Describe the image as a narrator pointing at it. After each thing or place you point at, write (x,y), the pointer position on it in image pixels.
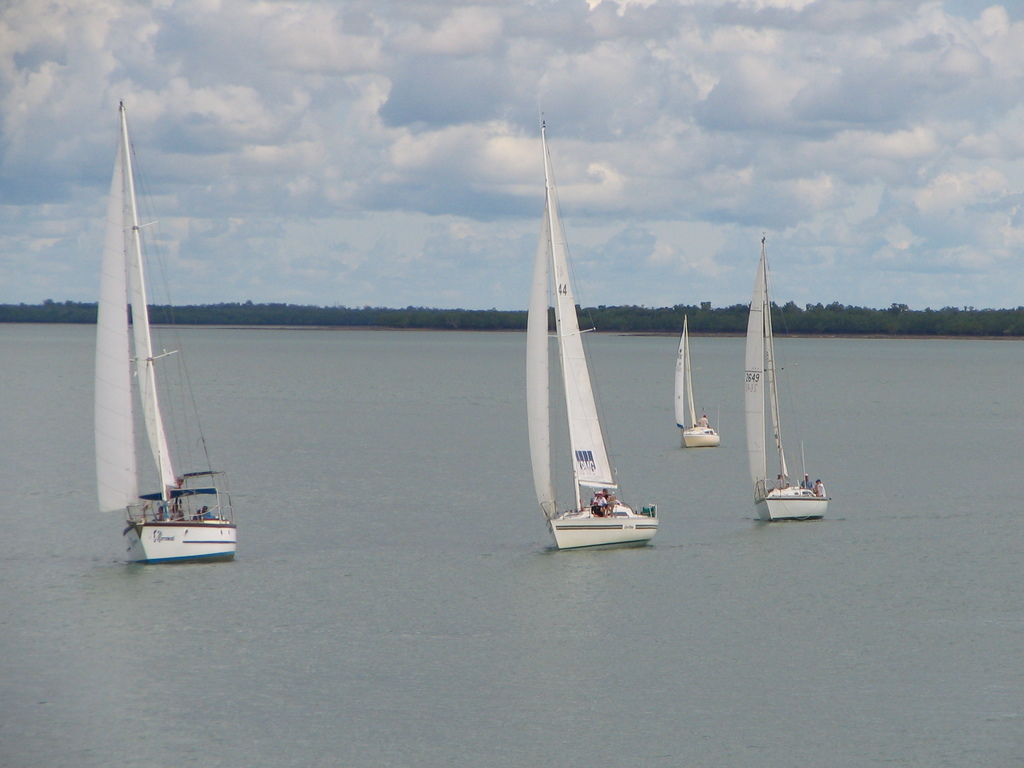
This picture is clicked outside the city. In the center (542,450) we can see the sailboats (165,543) in the water body (341,526) and we can see there are some persons (611,501) in the sail boats (217,543). In the background (445,79) there is a sky (873,212) and the trees (706,311).
